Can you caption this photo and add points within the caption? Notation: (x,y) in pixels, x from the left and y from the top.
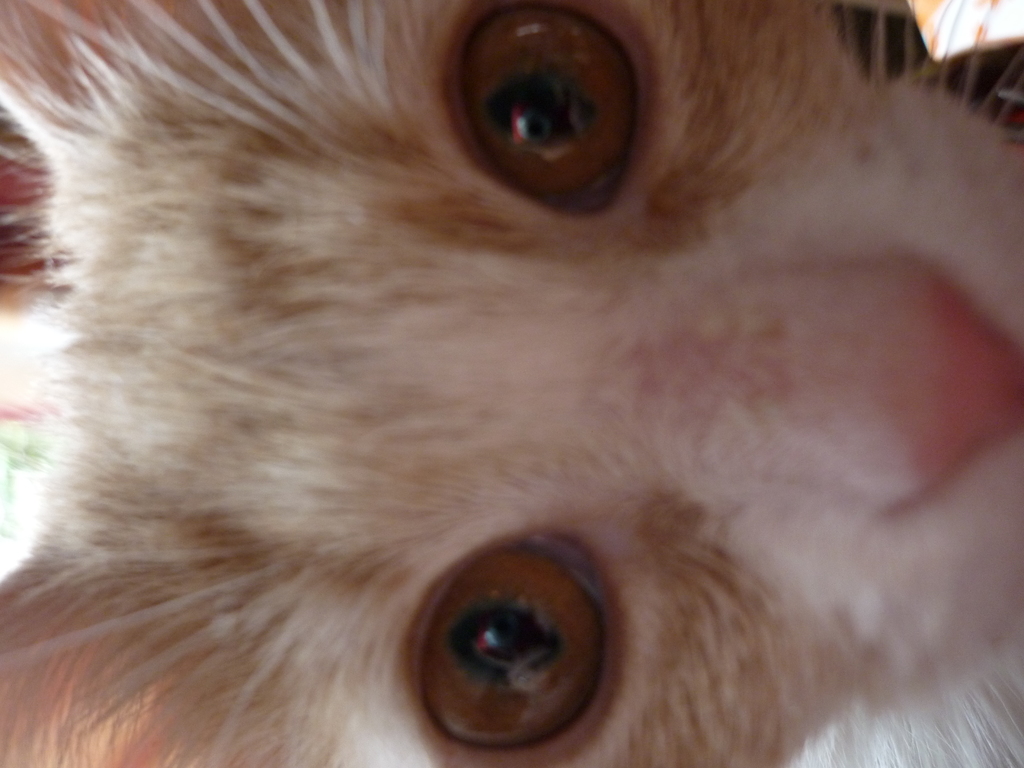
In this picture we can see an animal (350,297).
